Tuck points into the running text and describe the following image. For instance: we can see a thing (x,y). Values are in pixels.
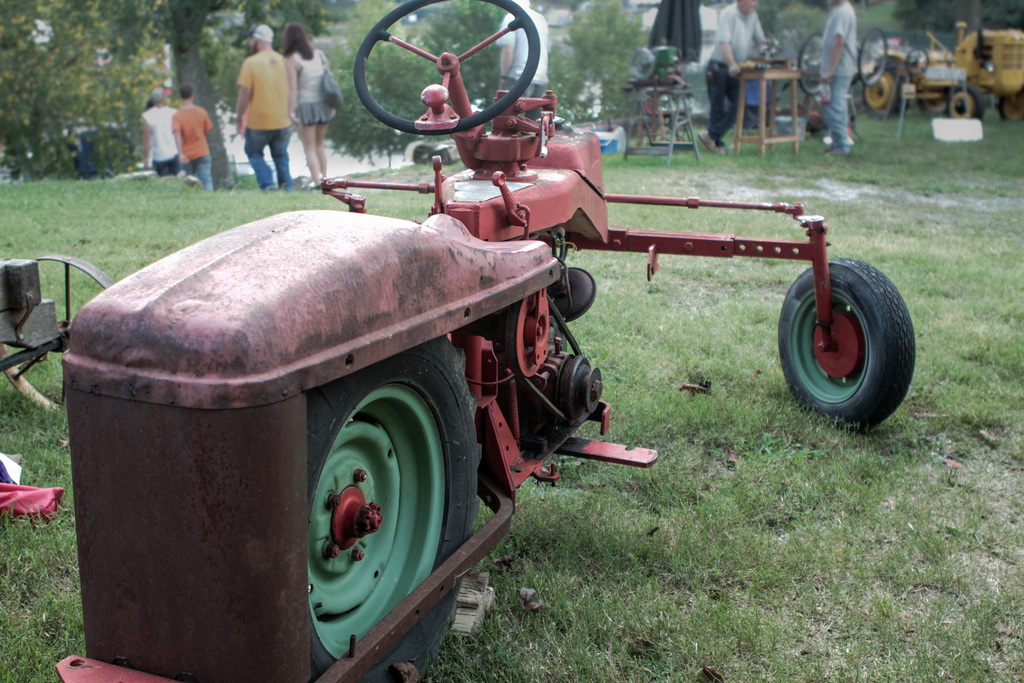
In this image we can see group of vehicles (950,108) parked on the ground (879,170), group of persons (266,105) is standing on the ground (882,184). In the background (667,114), we can see some machines (643,60) placed on stands (740,104) and a group of trees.
